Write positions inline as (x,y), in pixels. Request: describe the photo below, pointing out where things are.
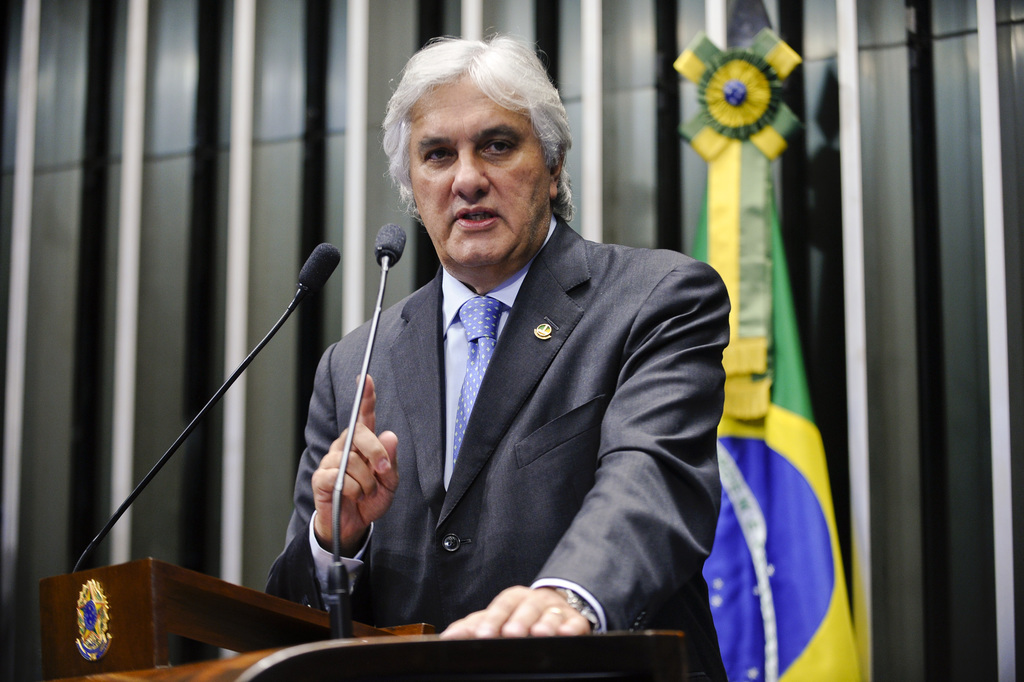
In the image we can see there is a man (584,365) wearing a formal suit (517,429) and standing near the podium (224,613). There are two mics (344,608) attached to the podium (241,602) and behind there is a flag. There is a small badge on the suit (515,347).
